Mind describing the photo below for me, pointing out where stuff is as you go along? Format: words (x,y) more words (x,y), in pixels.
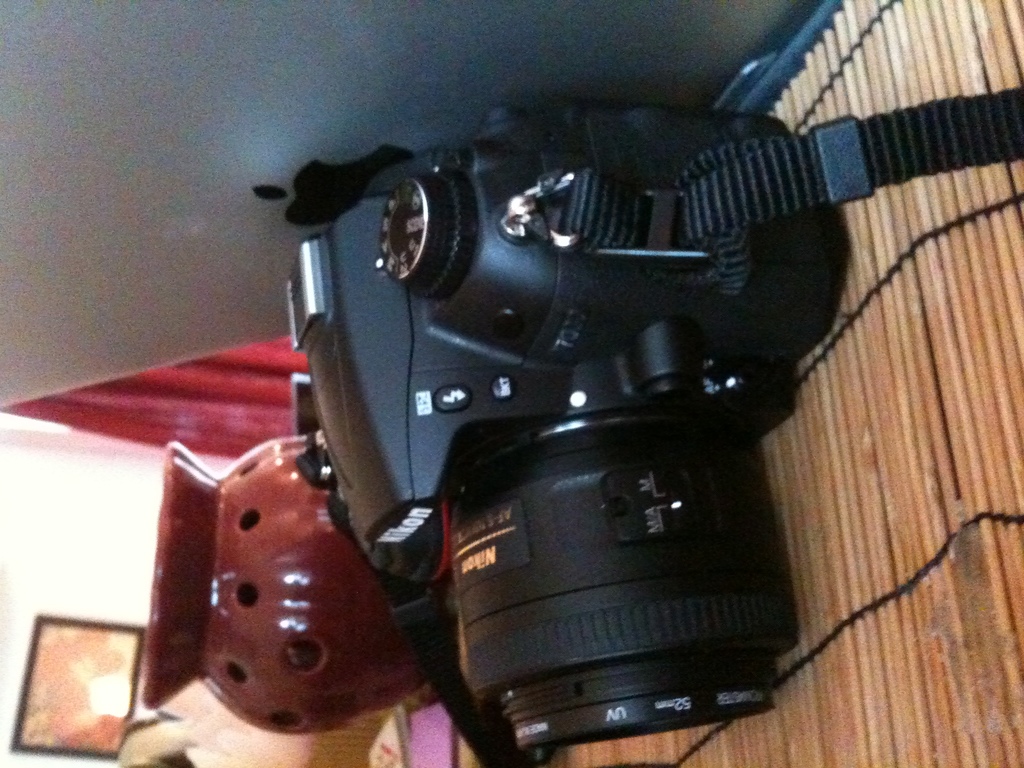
In this picture we can see a camera (396,265), laptop (594,42), pot (277,454), curtain (235,405), frame (64,713) on the wall (143,519) and some objects (435,713).
